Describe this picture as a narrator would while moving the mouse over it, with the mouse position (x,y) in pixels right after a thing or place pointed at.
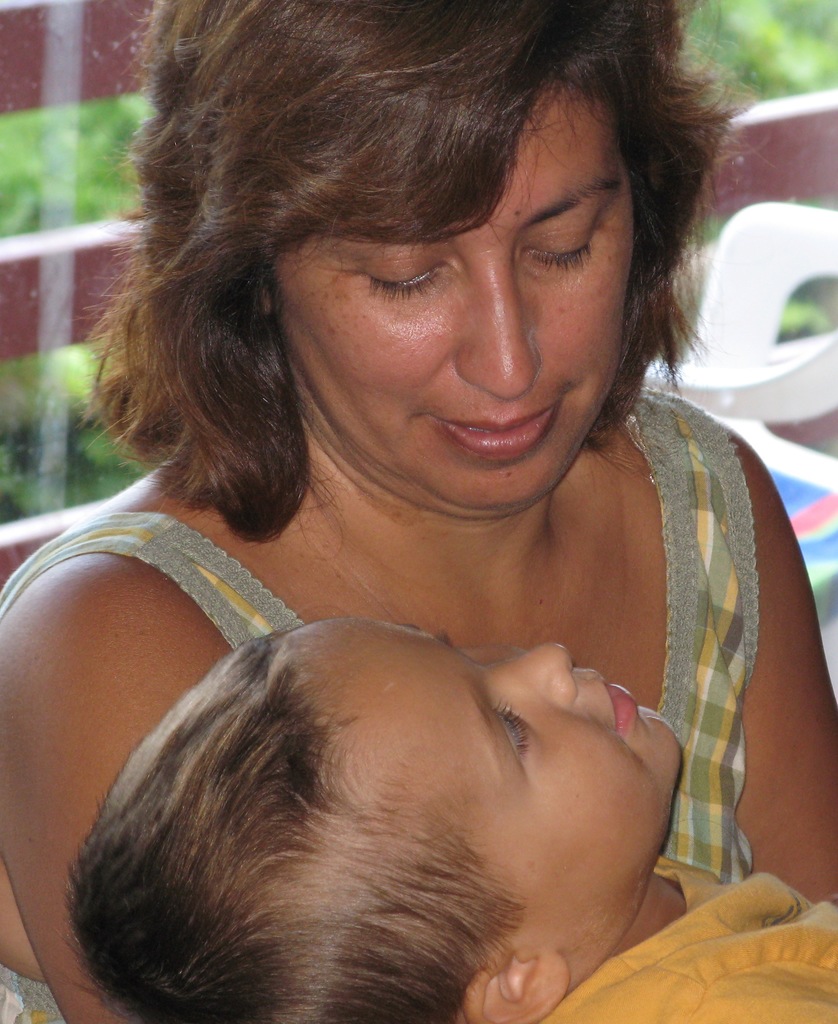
In this image we can see a woman (568,498) and boy (580,747). This woman (405,362) is looking at this boy (580,670). Background (763,328) it is blur.
